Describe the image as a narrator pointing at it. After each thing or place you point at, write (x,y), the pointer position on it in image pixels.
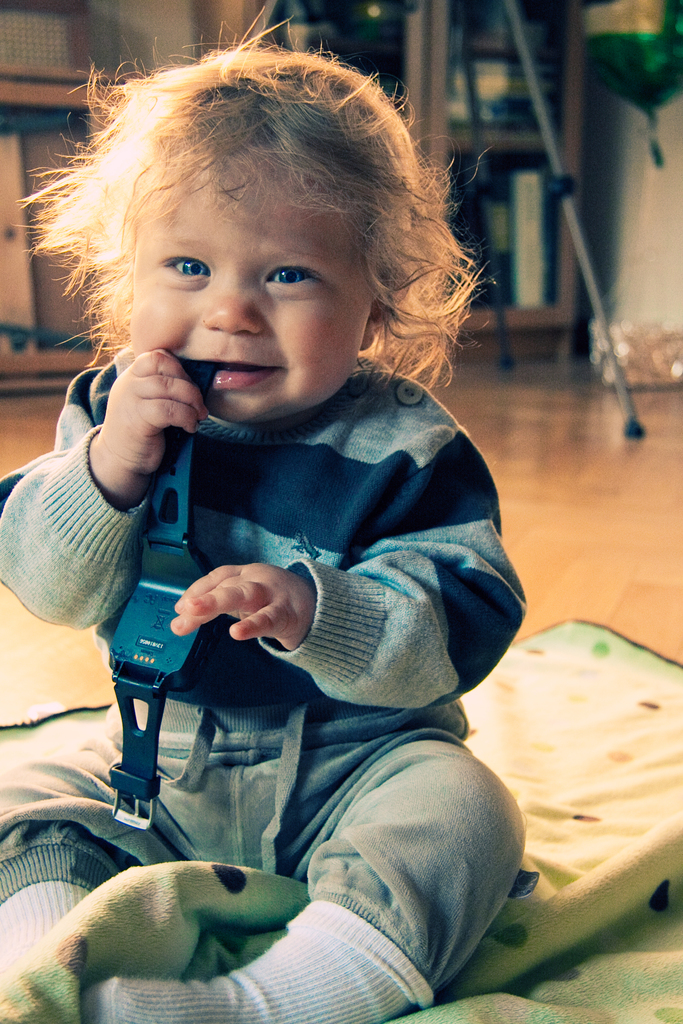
In this image we can see a girl (246,807) is sitting on the green color blanket (567,882). She is wearing grey and blue color t-shirt (350,667) and holding black color watch (160,615). Behind her tripod stand (531,77) and cupboard (412,63) is present.
